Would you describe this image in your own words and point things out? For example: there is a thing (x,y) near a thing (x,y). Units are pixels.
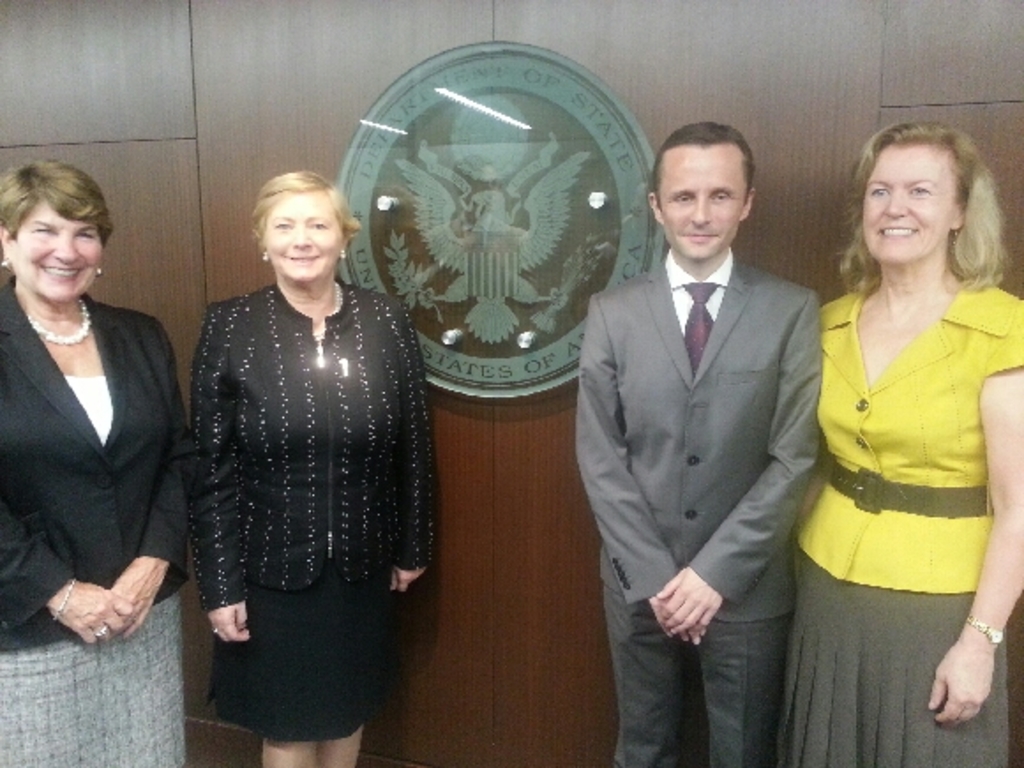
In this image we can see four persons (820,517) standing. In the back (420,122) there is a wall (139,116) with an emblem (479,202). On the emblem (573,155) something is written.
